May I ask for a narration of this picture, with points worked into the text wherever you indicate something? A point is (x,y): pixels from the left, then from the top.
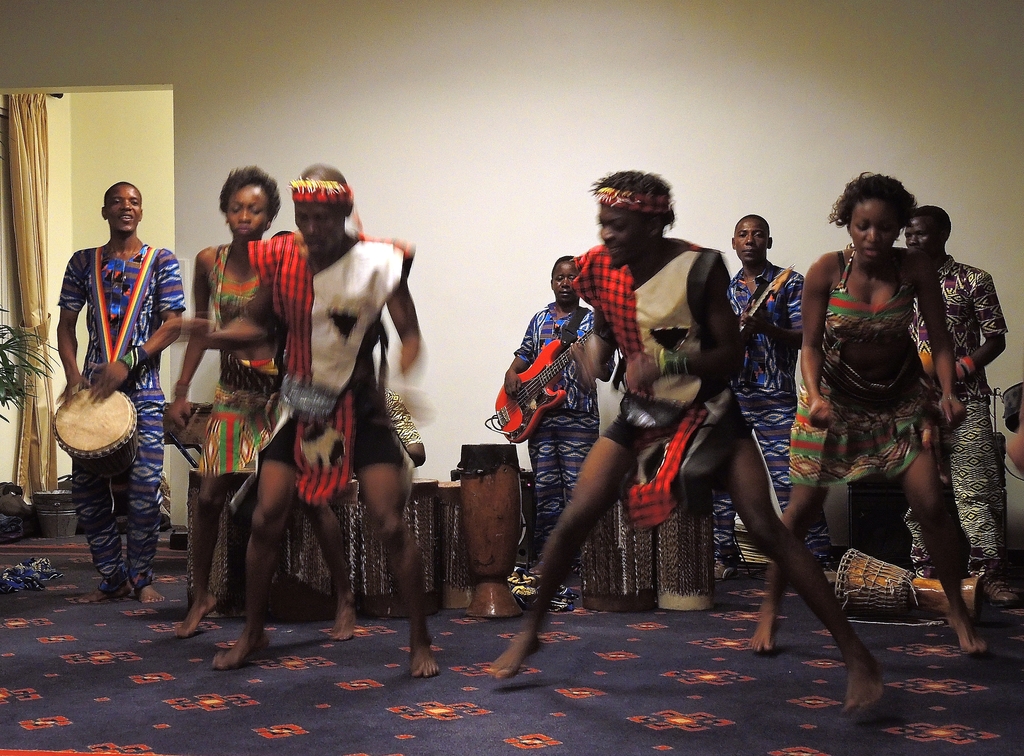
In this image we can see two men (703,313) and two women (828,400) are dancing. Behind them, people (976,302) are playing musical instruments (189,522). There is a curtain (20,303) and plant (2,369) on the left side of the image (3,356). There is a wall (597,114) in the background (724,101).
